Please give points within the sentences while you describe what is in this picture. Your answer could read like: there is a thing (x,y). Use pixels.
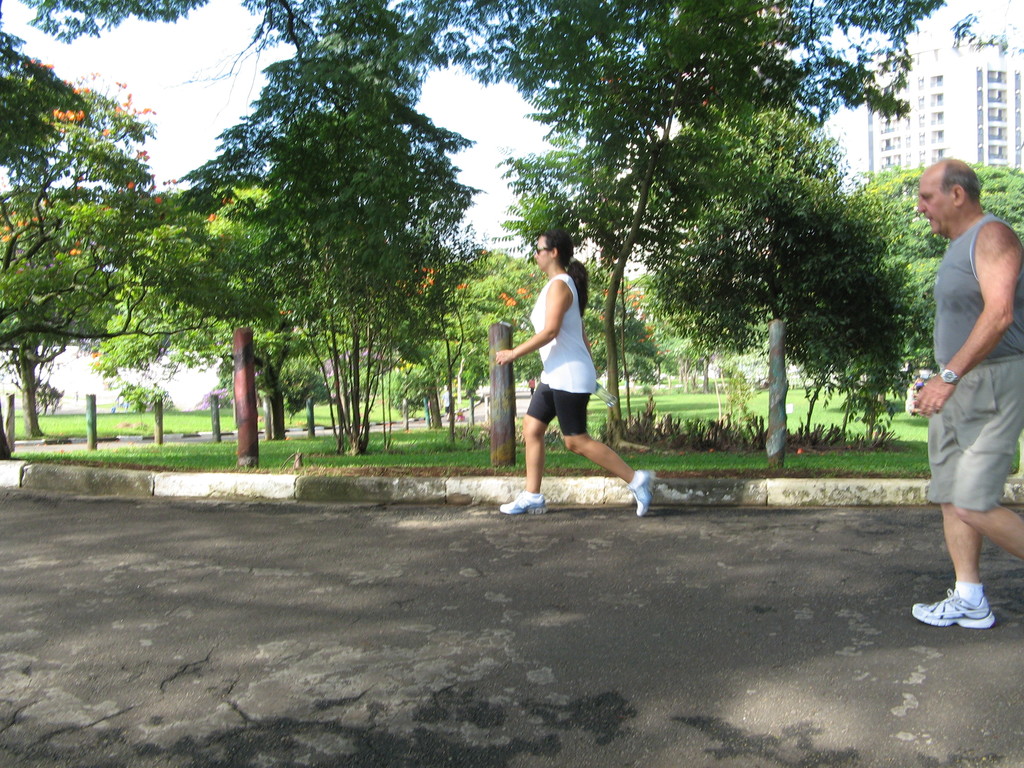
In this picture, we see the man (924,392) and the women (561,381) are running on the road (520,609). Beside them, we see the poles (267,413) and the grass (469,455). There are trees (307,303) and buildings (884,136) in the background (329,151). At the top (859,127), we see the sky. This picture might be clicked in the park (531,564).
